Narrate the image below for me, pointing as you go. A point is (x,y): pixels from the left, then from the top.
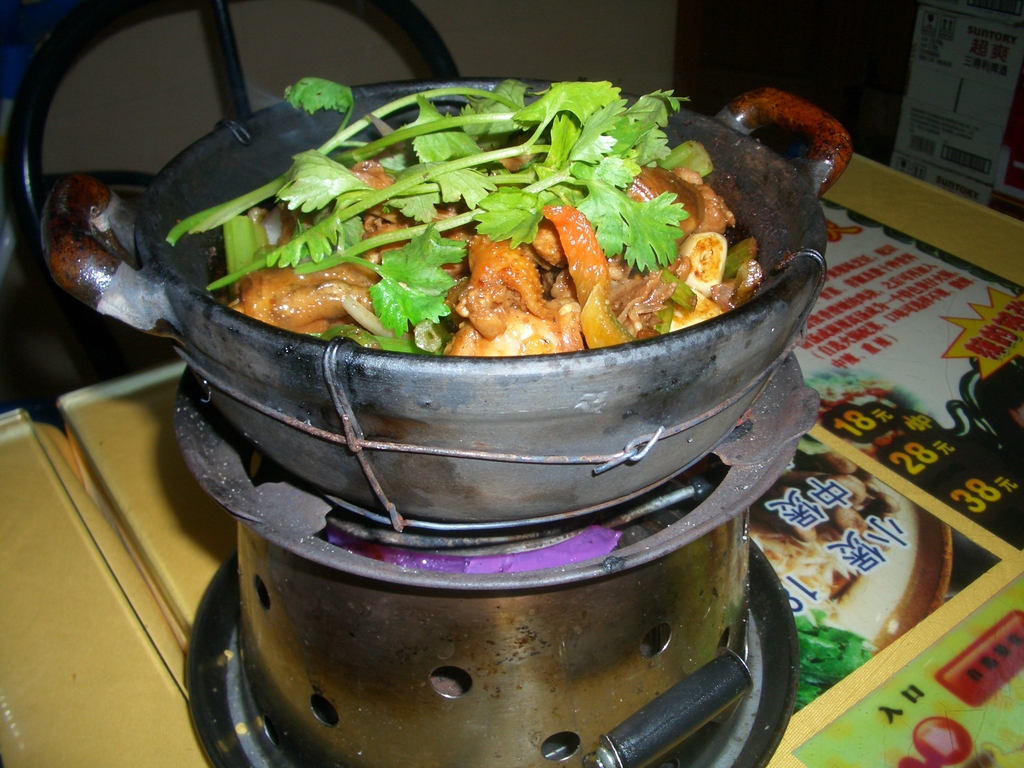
In this picture we can see a stove (606,697), there is a pan (537,419) present on the stove (579,659), we can see some food (544,283) and cilantro leaves (430,226) in the pan (540,431), at the bottom (150,560) there is a table (109,563), we can see a chair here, there are papers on the right side (940,570).
